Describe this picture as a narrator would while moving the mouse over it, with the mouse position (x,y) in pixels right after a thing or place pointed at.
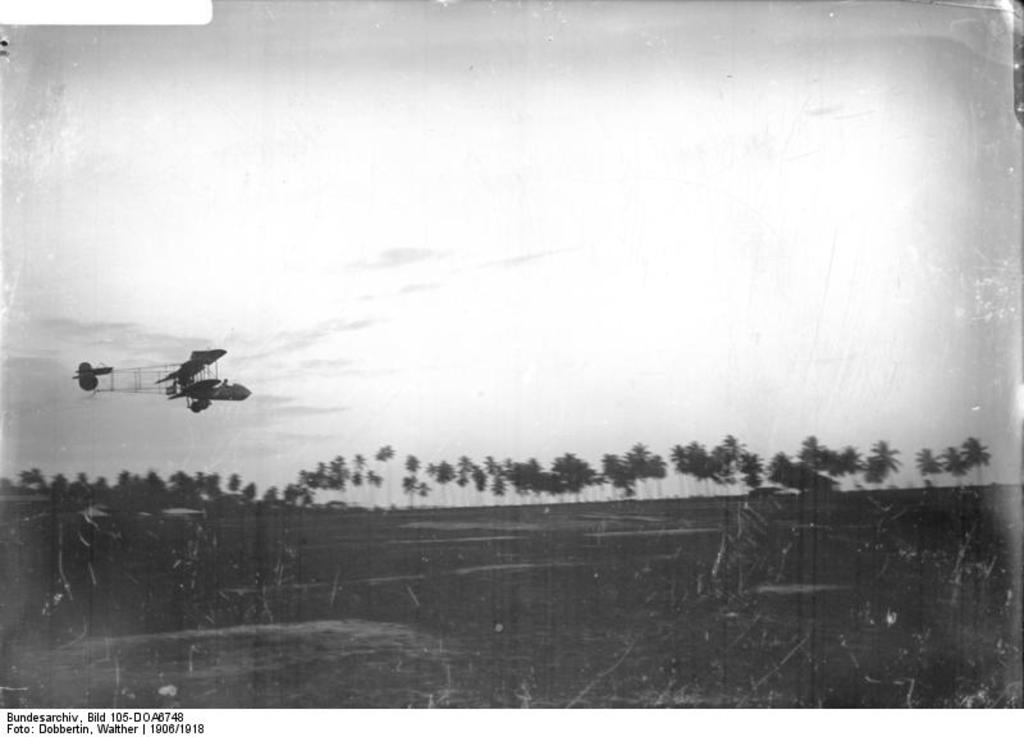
In this image I can see trees (497,482) and background (608,147) I can see sky (461,80) and the image is in black and white.
